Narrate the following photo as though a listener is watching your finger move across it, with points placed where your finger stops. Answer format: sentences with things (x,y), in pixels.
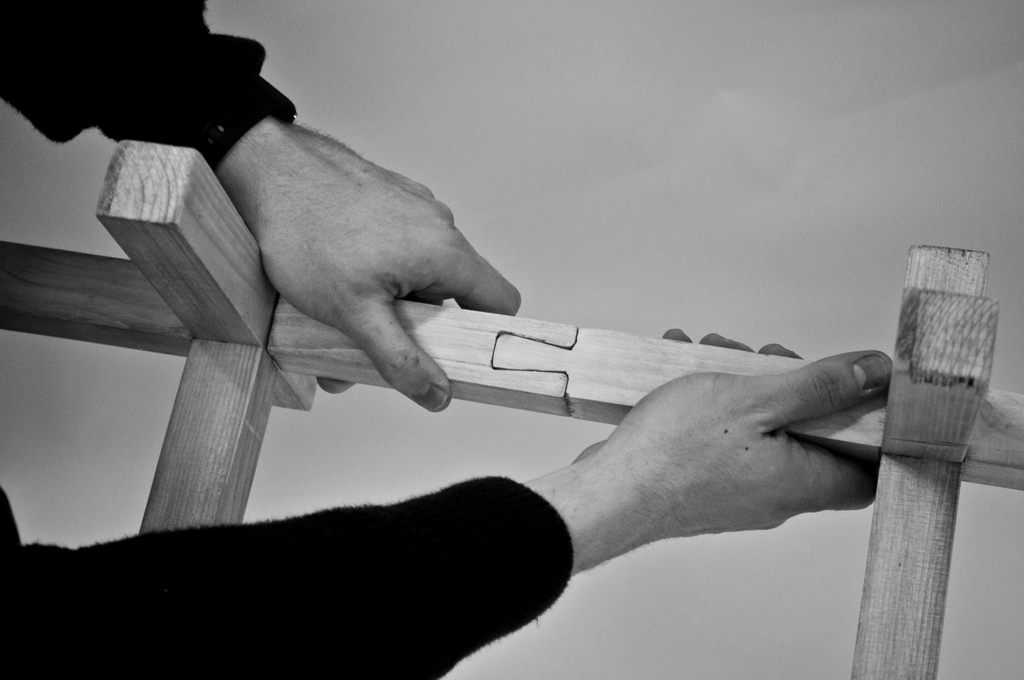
In this picture I can see human hands (578,494) holding wood (948,487).
